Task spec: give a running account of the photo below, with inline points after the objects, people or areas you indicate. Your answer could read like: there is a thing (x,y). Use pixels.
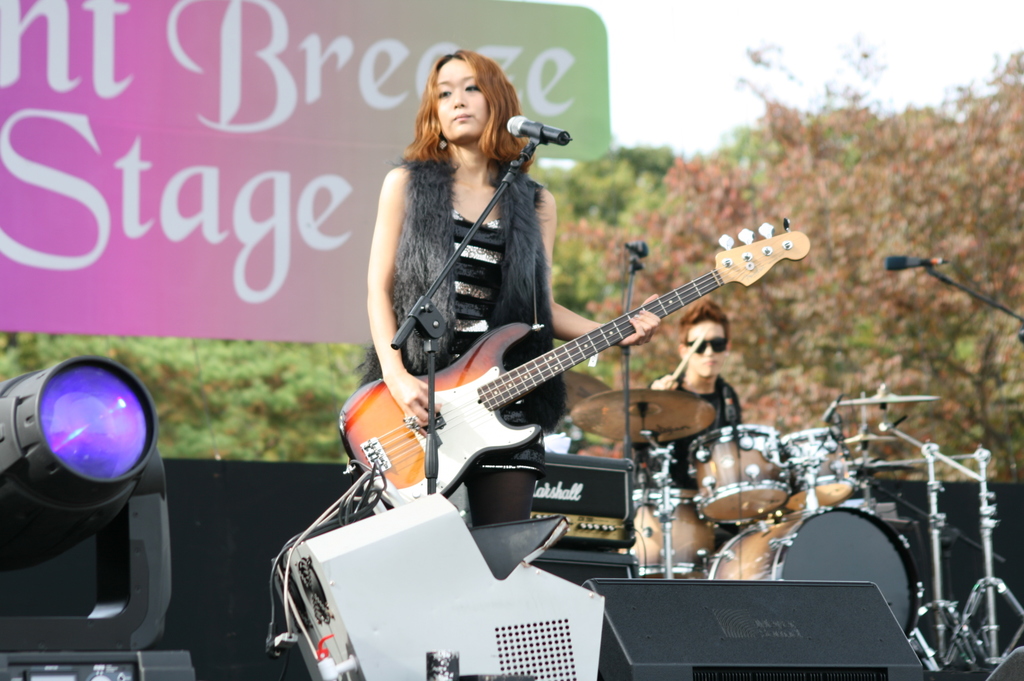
In this picture there is a woman (449,242) holding a guitar (489,354). There is a man (709,363) holding a stick (686,359). There is a mic (555,141). There are trees (632,172) at the background (779,172).
